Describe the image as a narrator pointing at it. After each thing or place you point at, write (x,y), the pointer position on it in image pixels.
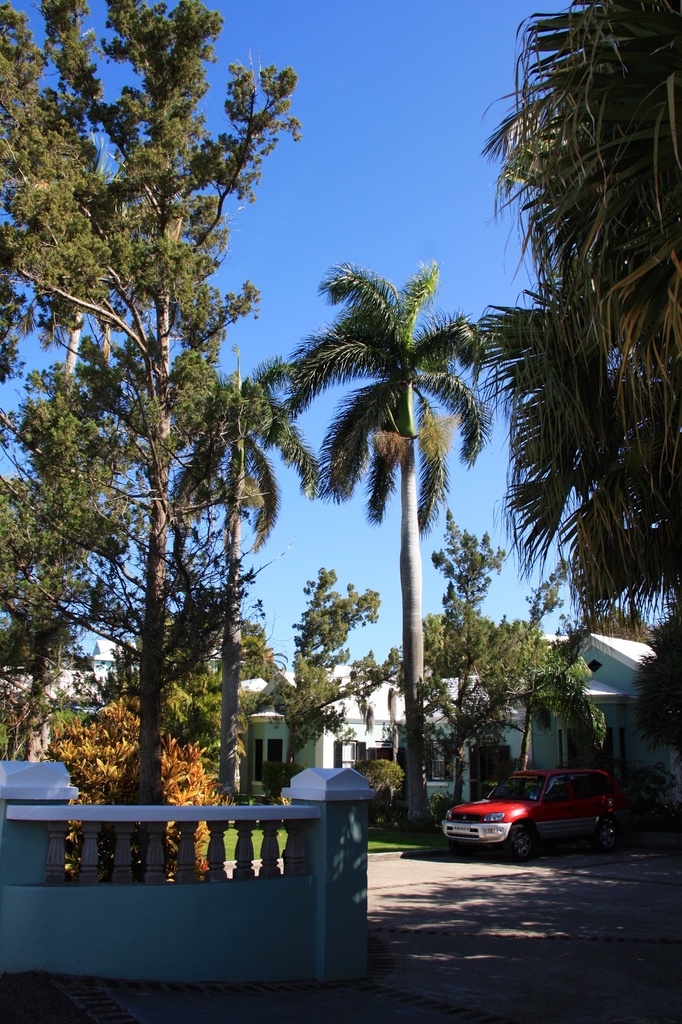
In this image we can see a few houses (378,711), there are some trees (422,730), windows (441,767), grass (260,832), wall (143,917) and a vehicle (500,792). In the background (293,202), we can see the sky (317,331).
